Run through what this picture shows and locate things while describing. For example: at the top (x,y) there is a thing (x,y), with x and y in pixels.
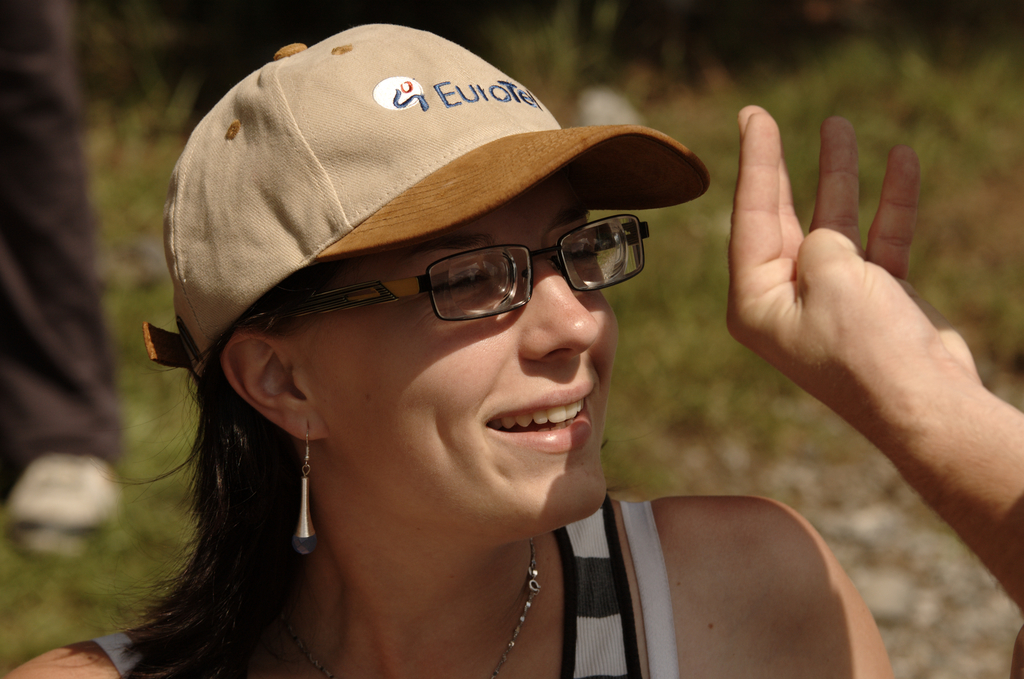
In the image we can see close up picture of a woman (769,498) wearing clothes (633,640), neck chain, earrings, spectacles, cap (359,204) and the woman (370,423) is smiling. Here we can see the hand (795,301) of another person (817,305) and the background is blurred.
